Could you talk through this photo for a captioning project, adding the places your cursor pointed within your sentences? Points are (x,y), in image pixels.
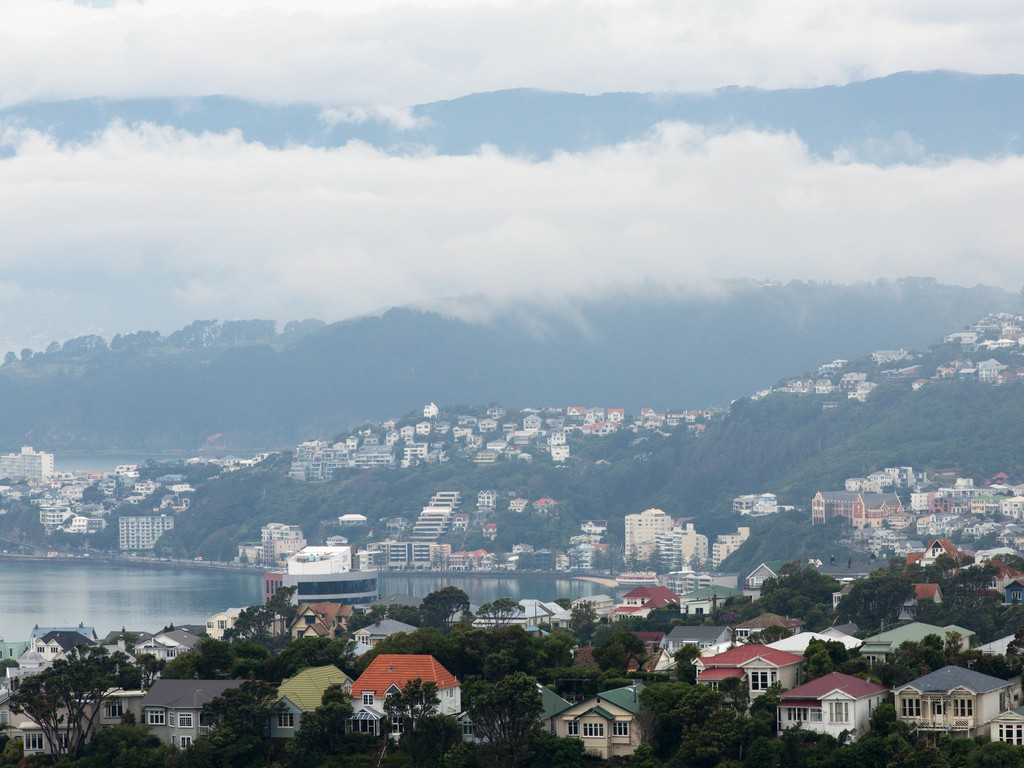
In this image we can see group of building (552,708) with windows (913,711), a group of trees (680,692) and some hills (416,375). On the left side of the image (181,575) we can see water (148,615). At the top of the image (772,140) we can see the cloudy sky (703,173).
